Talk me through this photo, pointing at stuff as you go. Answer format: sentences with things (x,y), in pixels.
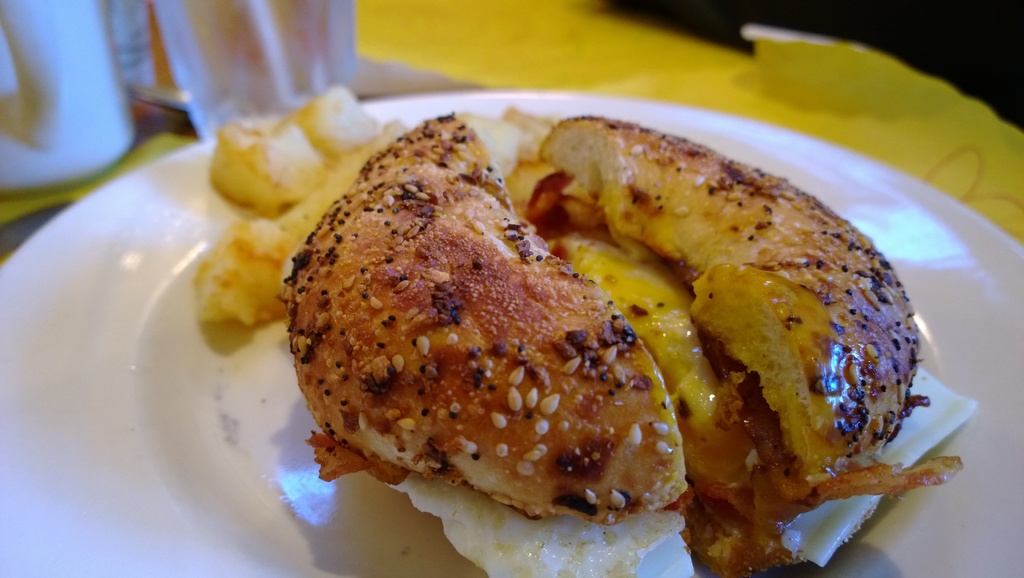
In this picture we can see food (503,455) in a plate (190,346).
